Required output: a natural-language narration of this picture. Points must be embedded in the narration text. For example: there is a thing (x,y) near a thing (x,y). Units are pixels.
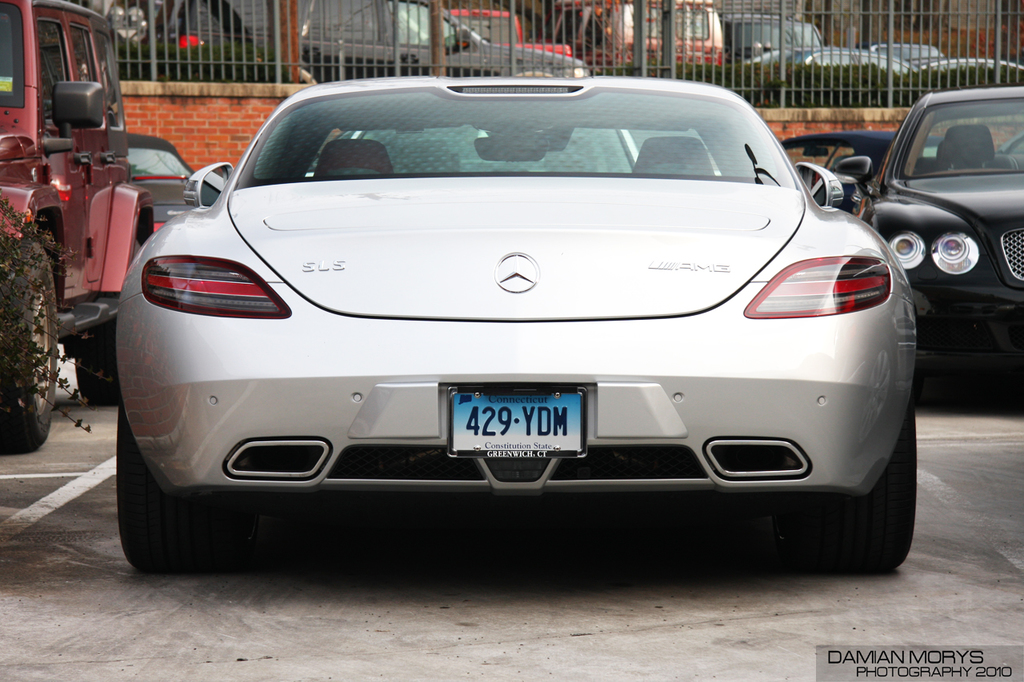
In this image we can see many vehicles (548,242). There is a fencing (817,34) in the image. There are many plants (827,71) in the image.
